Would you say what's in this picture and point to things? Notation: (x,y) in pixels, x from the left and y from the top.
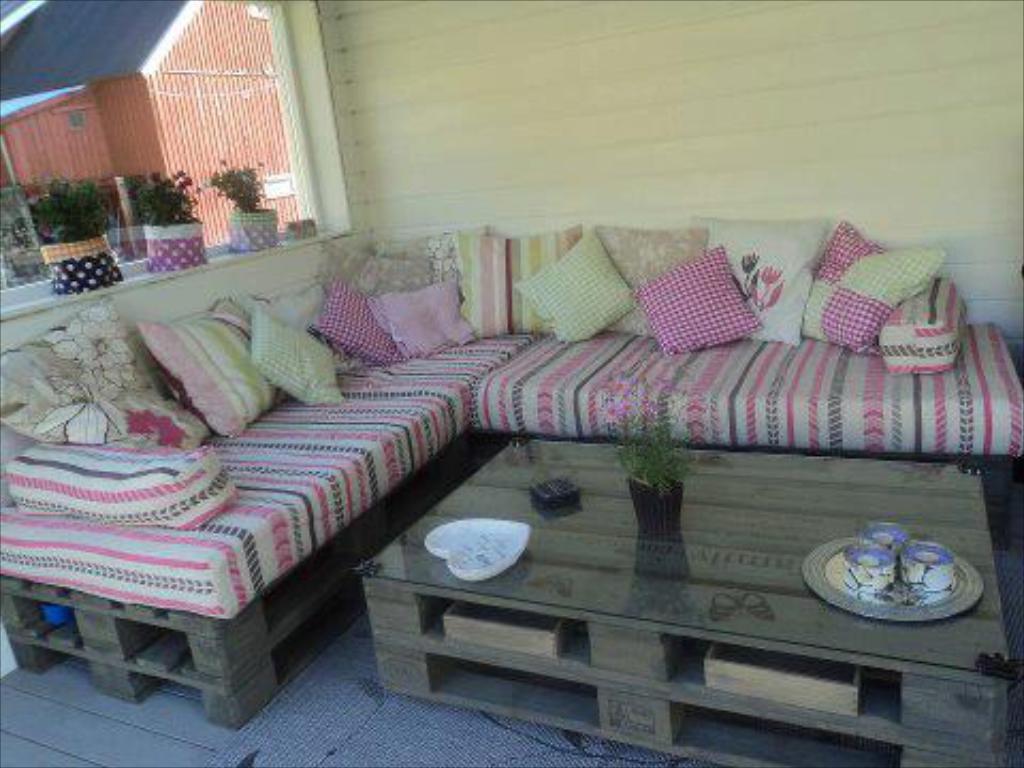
In this picture we can see a sofa set (296,485), sofa (296,485) and contains number of pillows (293,364), in front (722,541) there is a table (733,504), a table (762,578) consist of plate (835,592), on the left side of the image (160,250) we can see a glass (116,210) and the three plants (60,232).
